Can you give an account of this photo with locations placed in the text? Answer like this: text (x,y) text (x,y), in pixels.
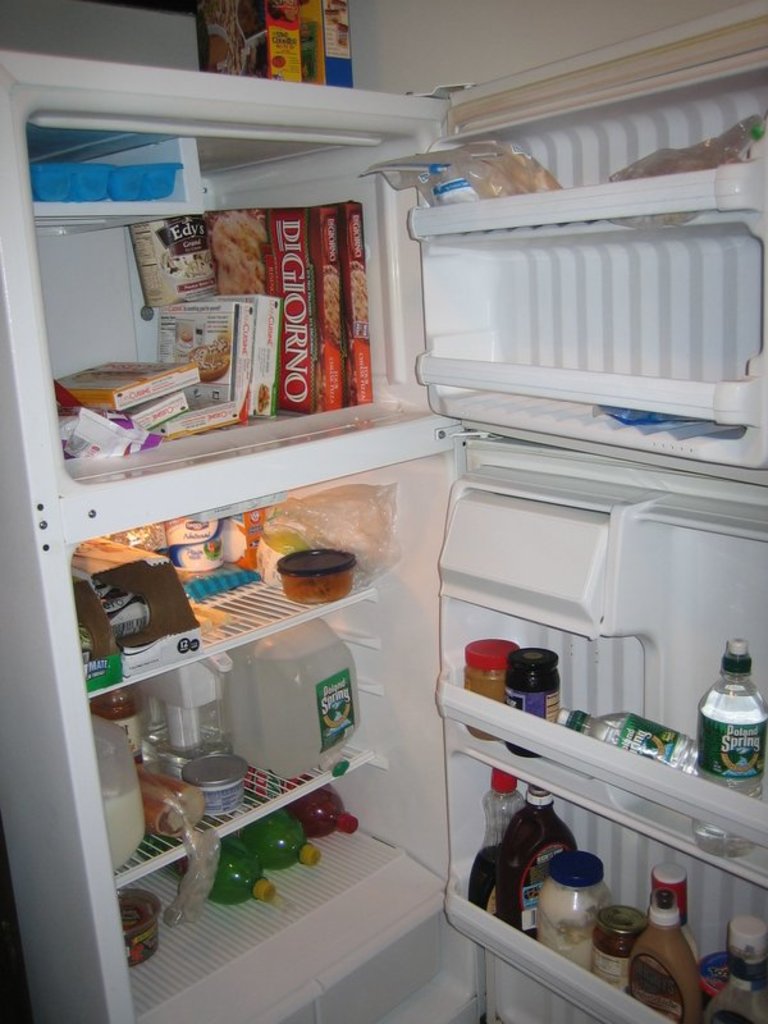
In this image we can see the refrigerator door (708,517) is opened and we can see jars (570,942), bottles (140,804), cans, boxes (211,405) and a few more things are kept in it. Also, we can see some boxes (339,48) are kept on the top of the refrigerator (349,105).
